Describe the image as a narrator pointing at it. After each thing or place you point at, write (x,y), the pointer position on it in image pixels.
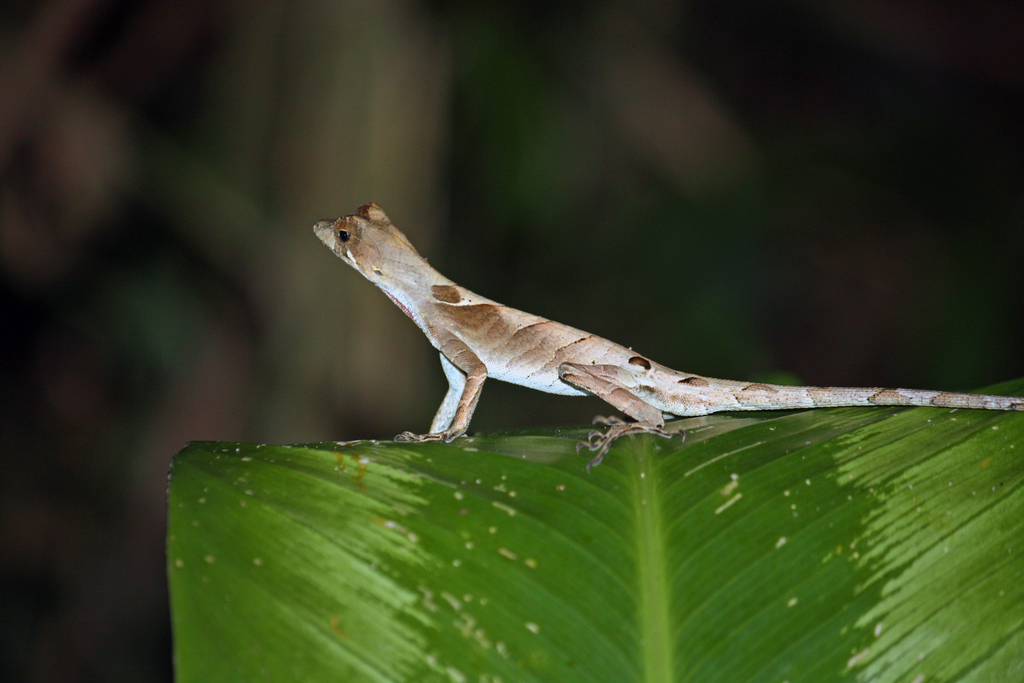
In this image there is a lizard (477,319) truncated towards the right of the image (709,391), there is a leaf (779,587) truncated towards the bottom of the image (643,611), the background of the image (169,179) is blurred.
